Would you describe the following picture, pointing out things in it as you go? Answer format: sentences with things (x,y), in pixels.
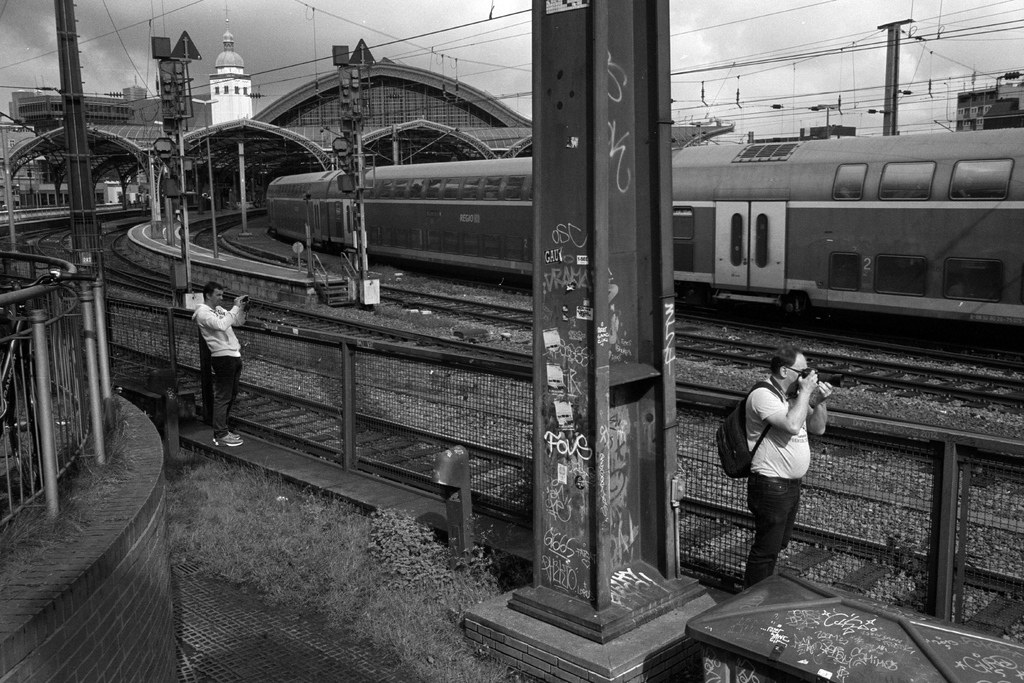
This is a black and white image. In the center of the image (568,262) we can see a pole (535,196). On the right side of the image (847,266) we can see person (759,414), fencing (943,478) and train (825,186) on a railway track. On the left side of the image (215,155) we can see building (216,119), station (288,149), fencing (181,362), person (225,375), platform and railway tracks (118,250). In the background (760,98) we can see wires (728,106), poles (829,108), building (967,111), sky (847,64) and clouds (728,58).
